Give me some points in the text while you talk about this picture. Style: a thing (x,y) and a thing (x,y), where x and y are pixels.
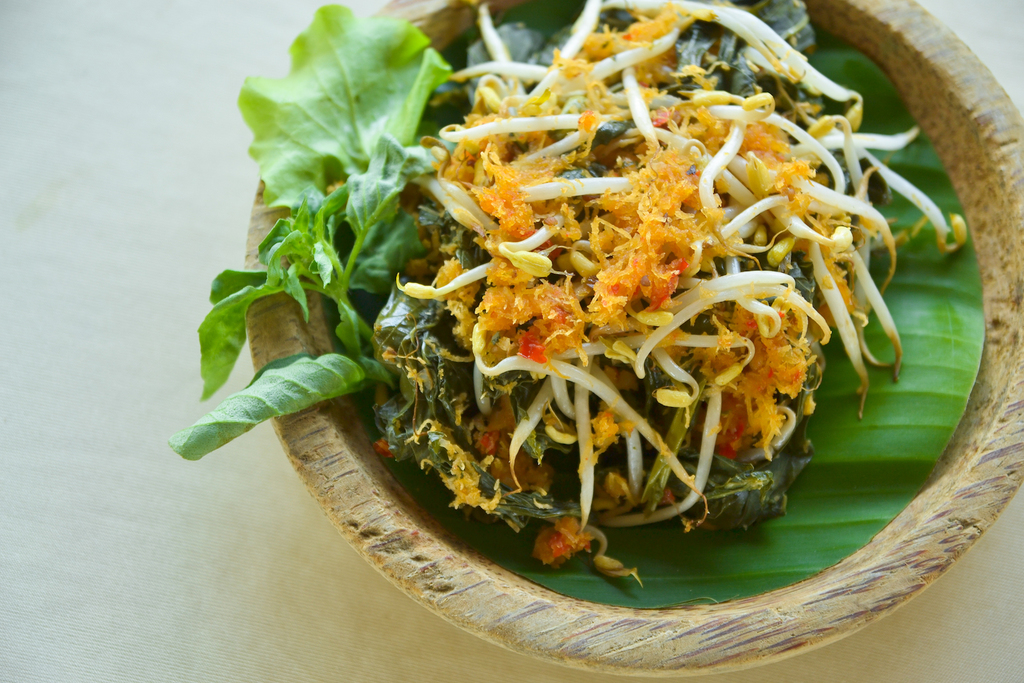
Here we can see food (404,286) and vegetable leaves (396,138) with bowl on white surface (224,521).
